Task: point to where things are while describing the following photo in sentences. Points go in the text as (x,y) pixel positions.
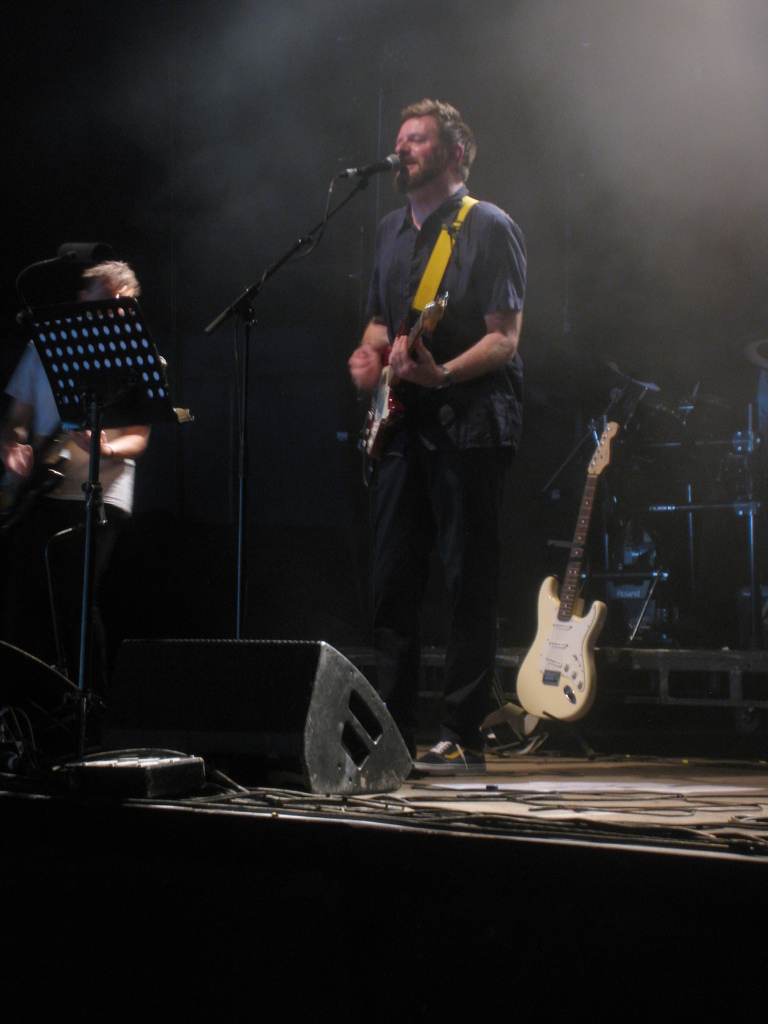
In this picture we can see two man (408,427) standing on stage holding guitar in their hands (421,374) and this person (421,253) is playing it and singing on mic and in background (643,617) we can see one more guitar (579,558), rods (606,551) and it is dark.
